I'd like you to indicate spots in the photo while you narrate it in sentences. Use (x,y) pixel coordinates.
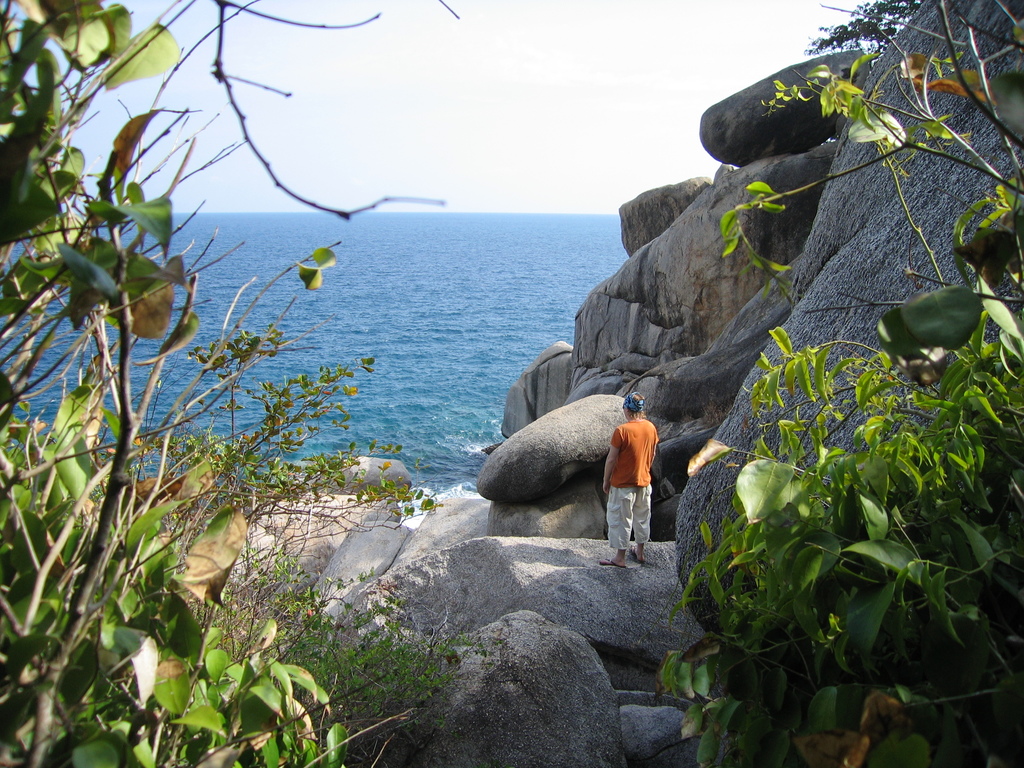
In the center of the image (615,472) we can see a man (636,412) is standing on a rock (599,577) and wearing dress (645,461), cap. In the background of the image (650,411) we can see the water (501,309), trees (248,735) and rocks (597,433). At the top of the image (245,179) we can see the sky (363,7).
